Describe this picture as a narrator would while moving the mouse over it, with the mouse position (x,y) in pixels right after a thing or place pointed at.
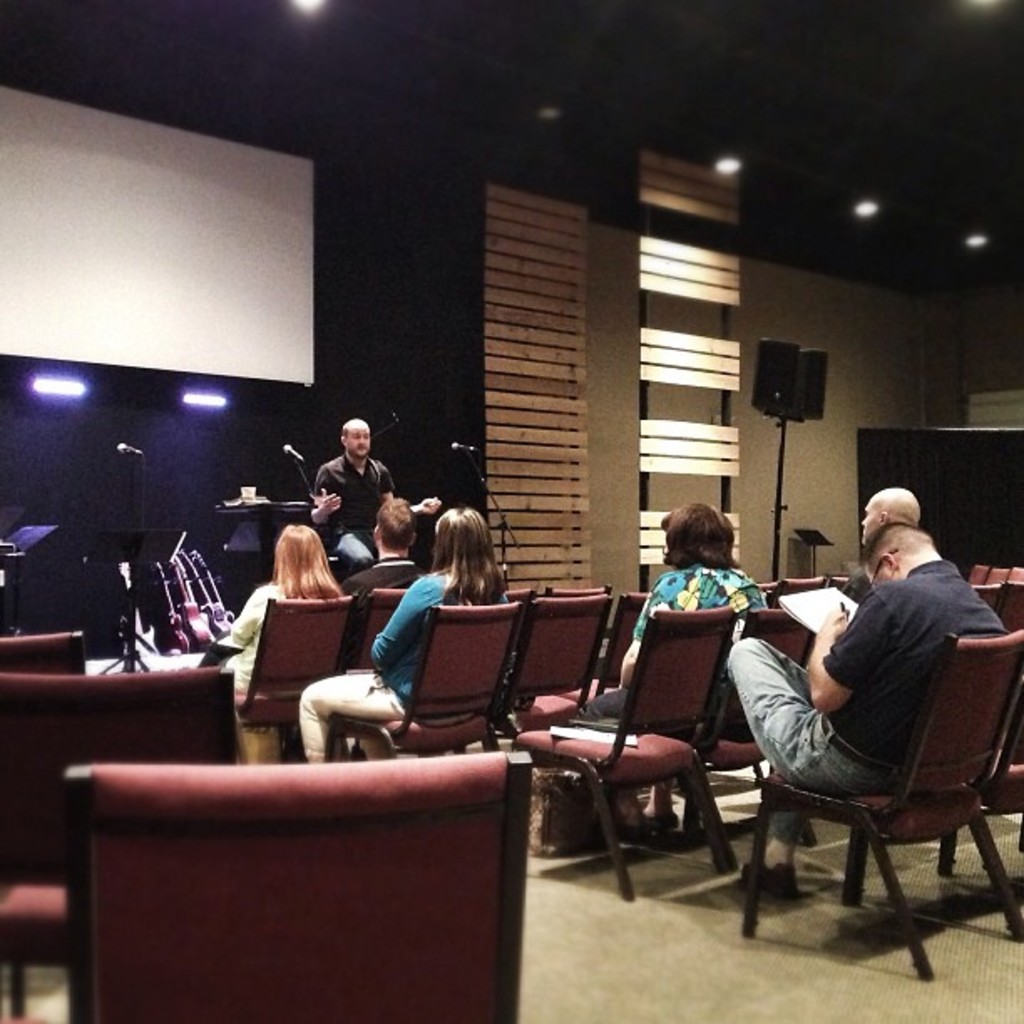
This Picture describe about the inside view of the hall (711,854) in which some couple of women (641,820) are sitting on the red color chairs (446,680) and a man (363,506) sitting in front wearing black shirt (348,482) is giving a speech to them, Behind we can see the white projector screen (261,317) and a wooden pieces strip decoration (543,462) on the wall (794,339) and speaker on the stand (776,575). On the top (761,101) we can see black color ceiling (756,197) with some spotlights (870,208).
